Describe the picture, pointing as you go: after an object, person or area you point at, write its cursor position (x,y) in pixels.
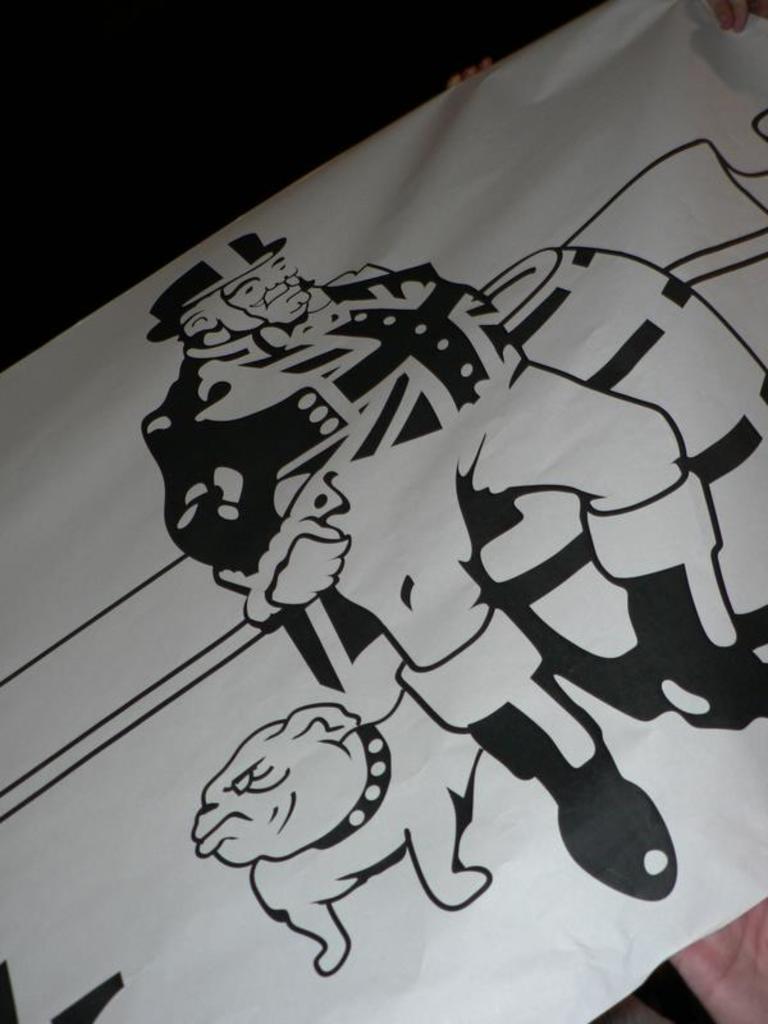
As we can see in the image there is a banner (339,517). On banner (561,310) there is a drawing (419,405) of a person (315,330) and a dog (402,761).
